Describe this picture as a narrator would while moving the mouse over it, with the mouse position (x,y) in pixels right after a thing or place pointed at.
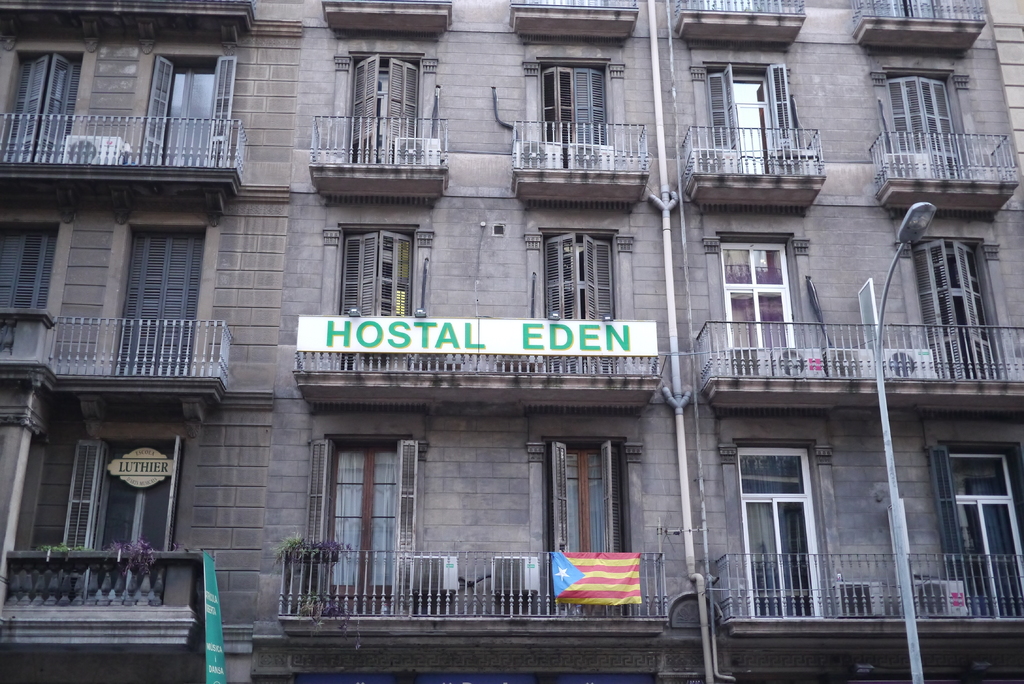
In this image, we can see a building (251,376), walls (251,352), doors (1010,524), curtains (379,508), glass objects (600,543), railings (1002,164), name board (145,471), banner (220,628), flag (599,556) and pipes (681,468). On the right side of the image (908,222), we can see a street light (879,369).
